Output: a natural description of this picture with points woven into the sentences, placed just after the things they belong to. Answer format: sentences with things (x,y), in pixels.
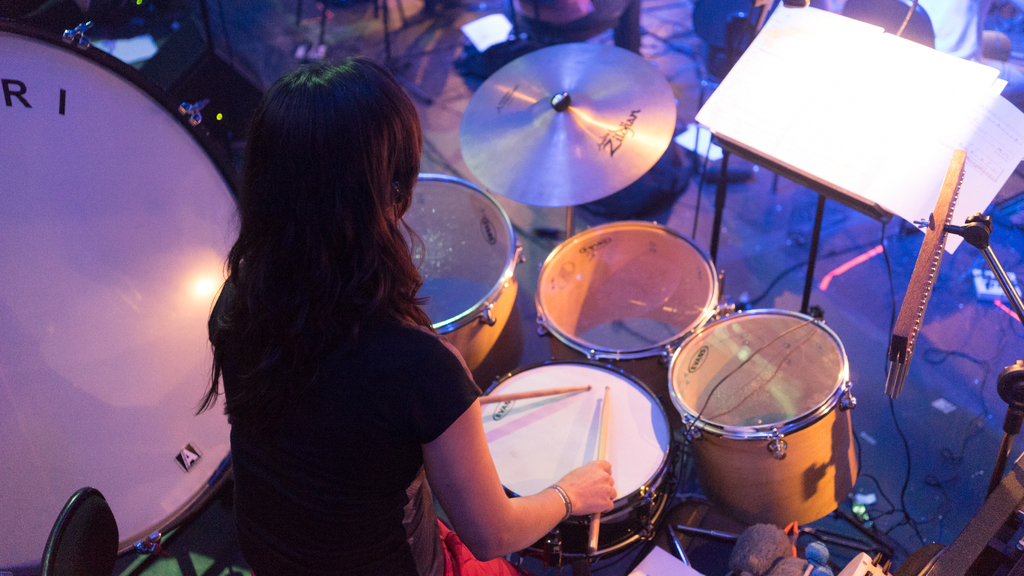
In this image i can see a woman (407,319) holding a sticks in her hand (576,496), drums (638,340) and a book (866,184).
